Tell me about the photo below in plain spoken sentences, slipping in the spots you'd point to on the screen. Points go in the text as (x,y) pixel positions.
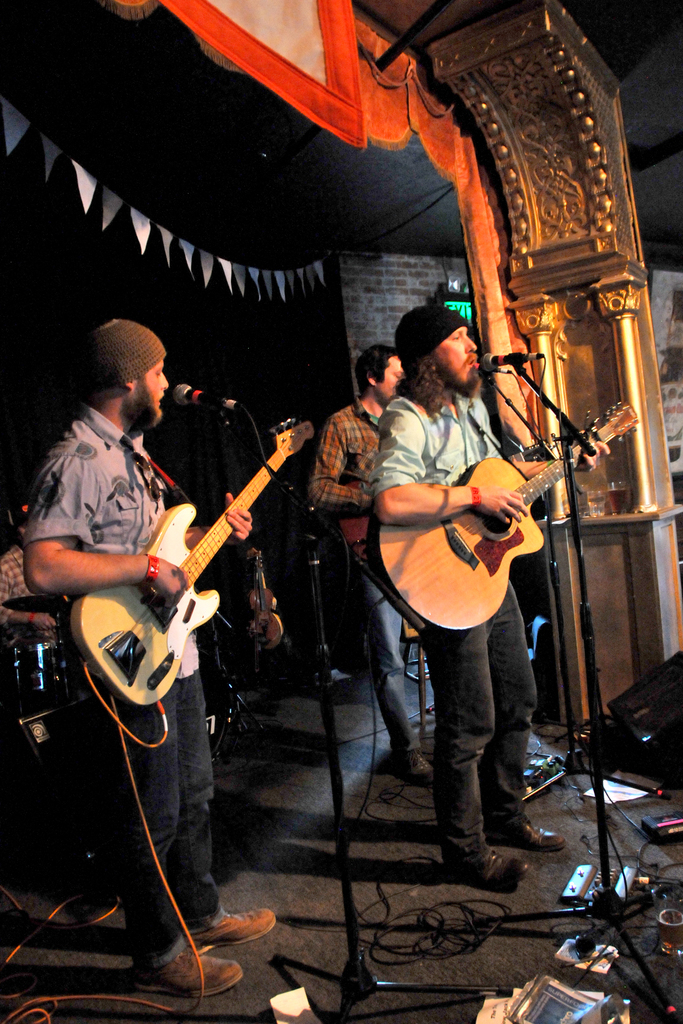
In this image, we can see a platform (306,860). Few peoples (483,702) are playing a musical instrument (143,641). Three peoples (121,575) are standing. They are playing a guitar (180,632). Here we can see a microphone (502,358). And we can see background (365,306) with a brick wall (370,317). We can see some banner (301,275) here. Here we can see cloth (332,108). The left side of the image (24,629), the other person (24,618) is playing a musical instrument (48,679). The right side (662,492), we can found a pillar (649,504). Here we can see few glasses (614,501). They are filled with liquid (623,497).
